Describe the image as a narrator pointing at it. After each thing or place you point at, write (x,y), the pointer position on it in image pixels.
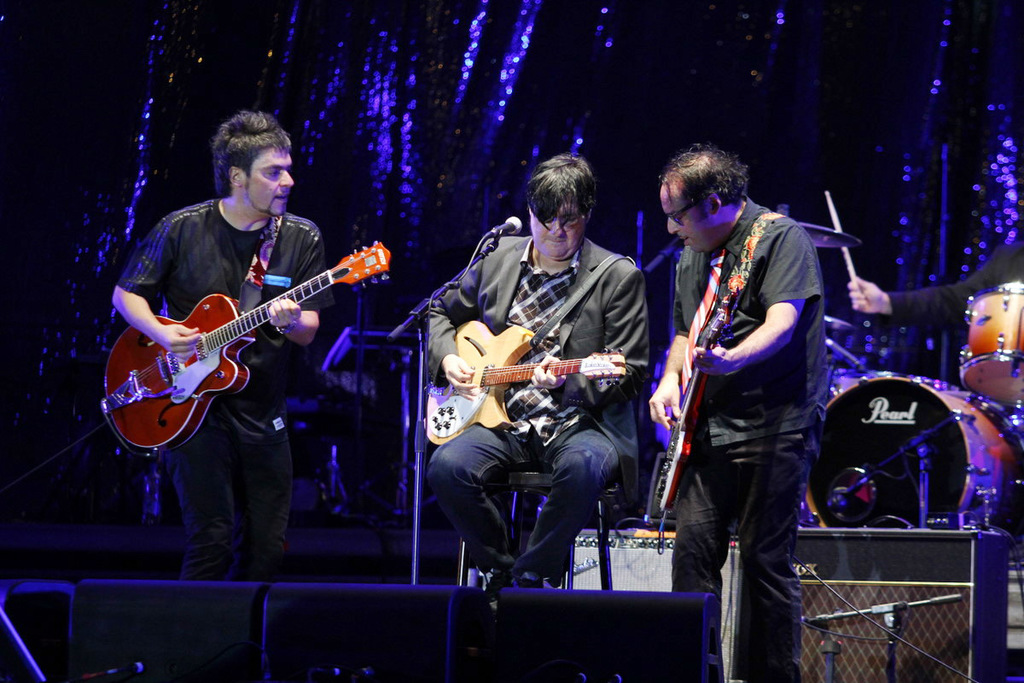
In this image there are three persons (590,400). In middle (543,349) the person (550,446) is sitting and playing a musical instrument (496,376). There is a mic (510,224) and stand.
